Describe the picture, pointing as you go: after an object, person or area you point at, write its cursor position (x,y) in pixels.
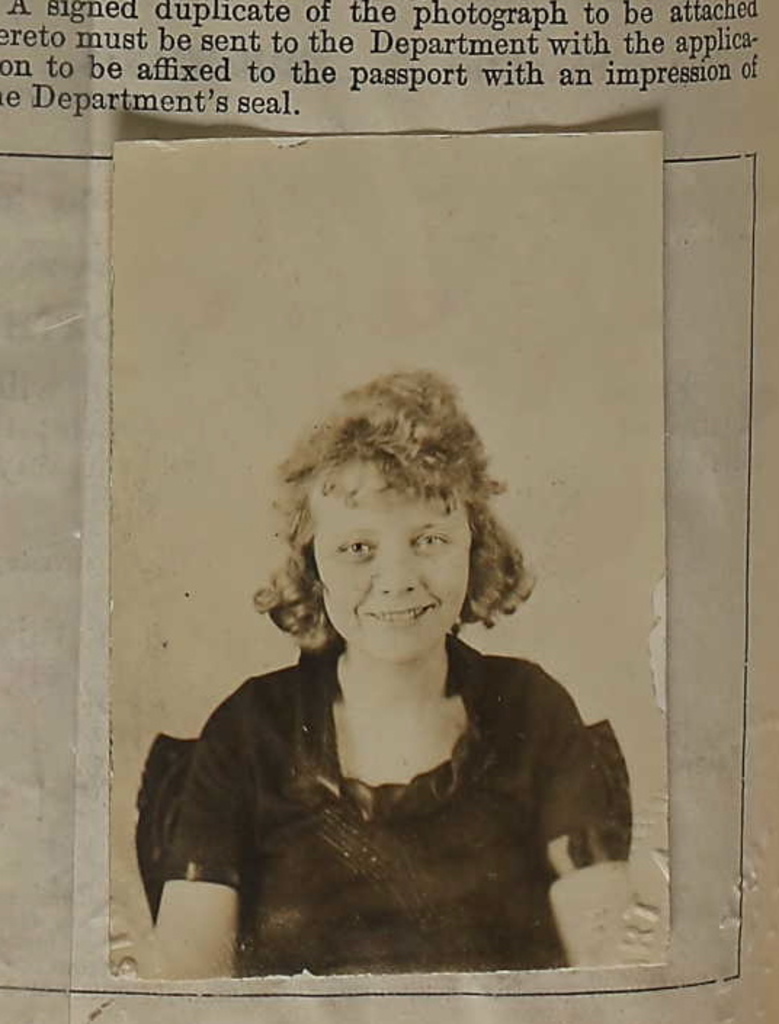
In the image there is some text (423,34) on a paper (103,118) and under the text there is a photo (486,582) of a person (371,690) attached on the paper (550,1011).
